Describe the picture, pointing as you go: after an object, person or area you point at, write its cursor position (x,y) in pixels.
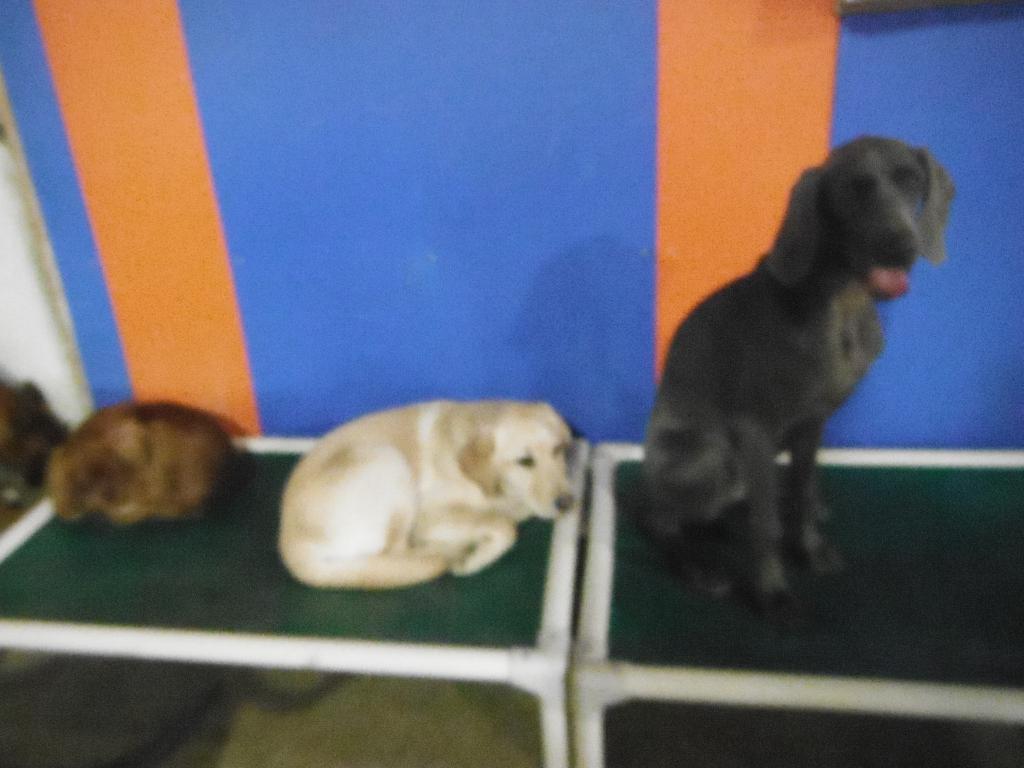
In this image there are a few dogs (288,487), in the background (493,129) there is a wall (505,189).
